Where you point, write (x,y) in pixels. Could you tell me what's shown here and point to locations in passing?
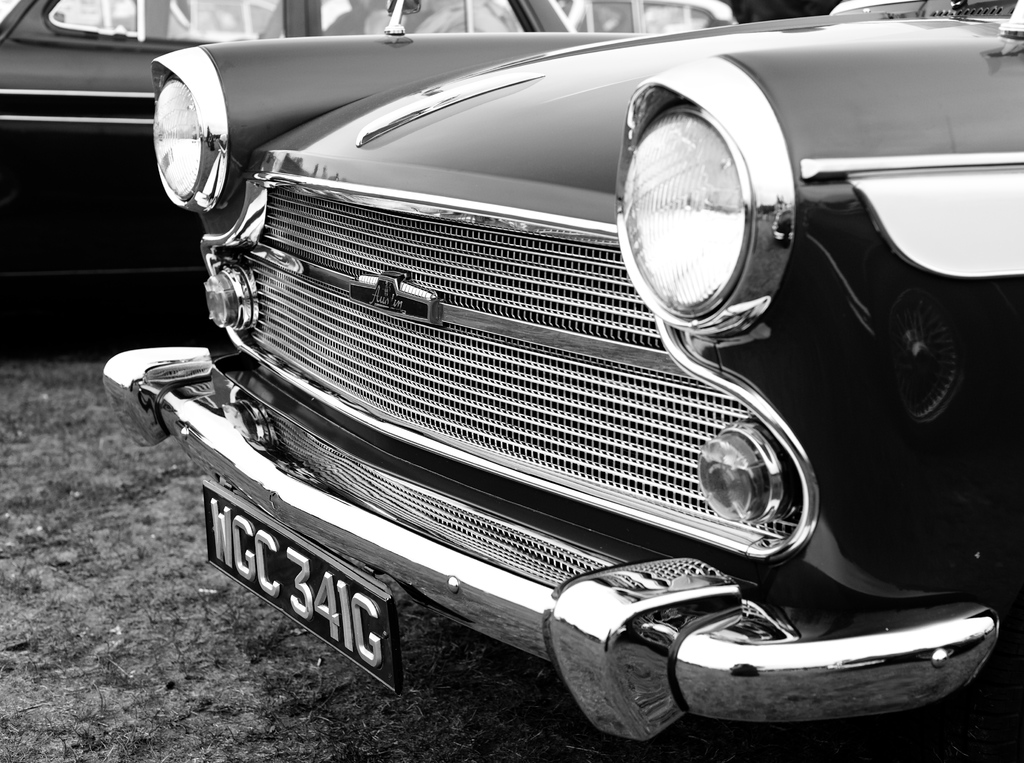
This is a black and white image. There is a car (577,361) which has a registration plate (280,555). There is another car (602,4) at the back (602,4).
